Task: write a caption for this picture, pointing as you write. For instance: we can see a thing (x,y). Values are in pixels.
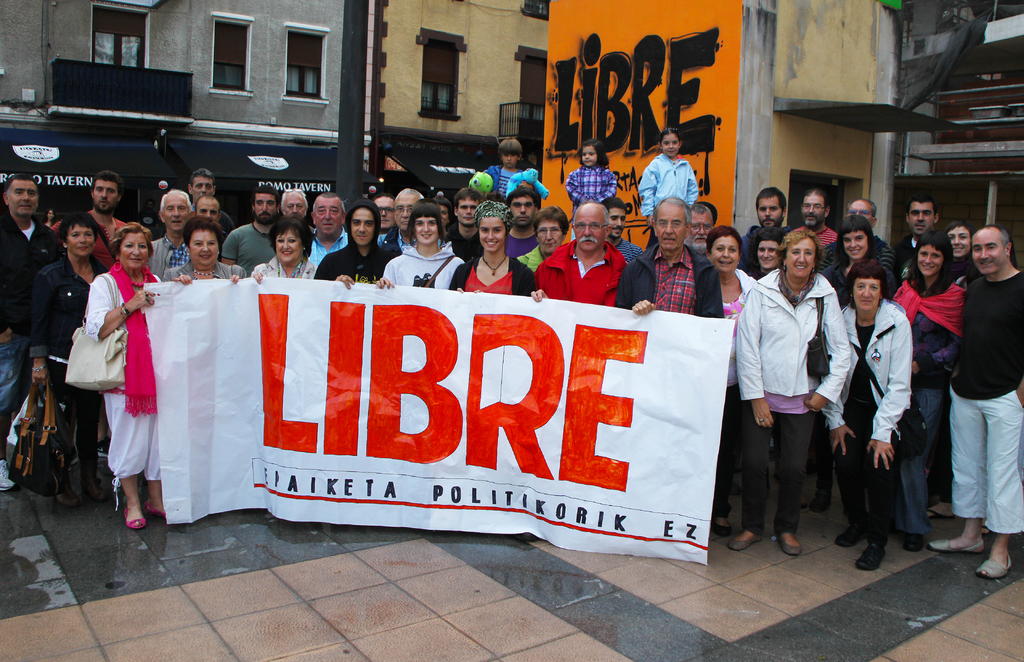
In the center of the image (448,264) a group of people (407,253) are standing. Some of them are holding a banner (223,344) and some of them are carrying their bags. In the background of the image (631,129) we can see buildings (488,84), windows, graffiti (686,128), sheds (328,161), wall (769,67) are there. At the bottom of the image (482,609) ground (565,603) is there.
